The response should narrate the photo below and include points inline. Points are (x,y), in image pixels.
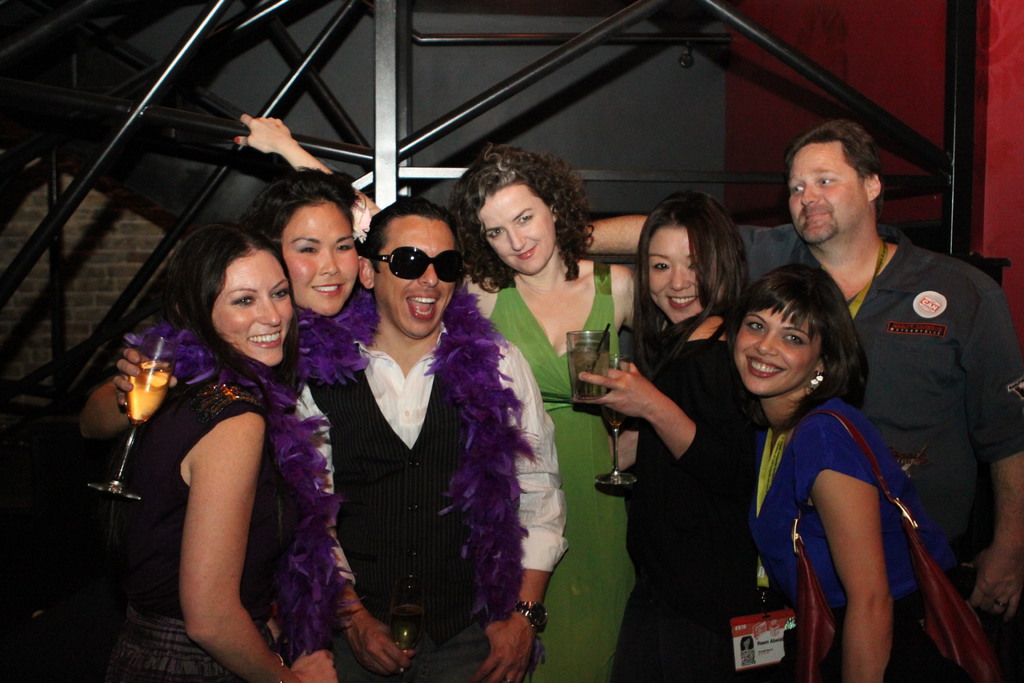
In this image we can see people (448,476), rods (121,127) and wall (705,120). Among them some people (377,425) are holding glasses (164,373) and one woman (806,297) wore handbag (937,635).
